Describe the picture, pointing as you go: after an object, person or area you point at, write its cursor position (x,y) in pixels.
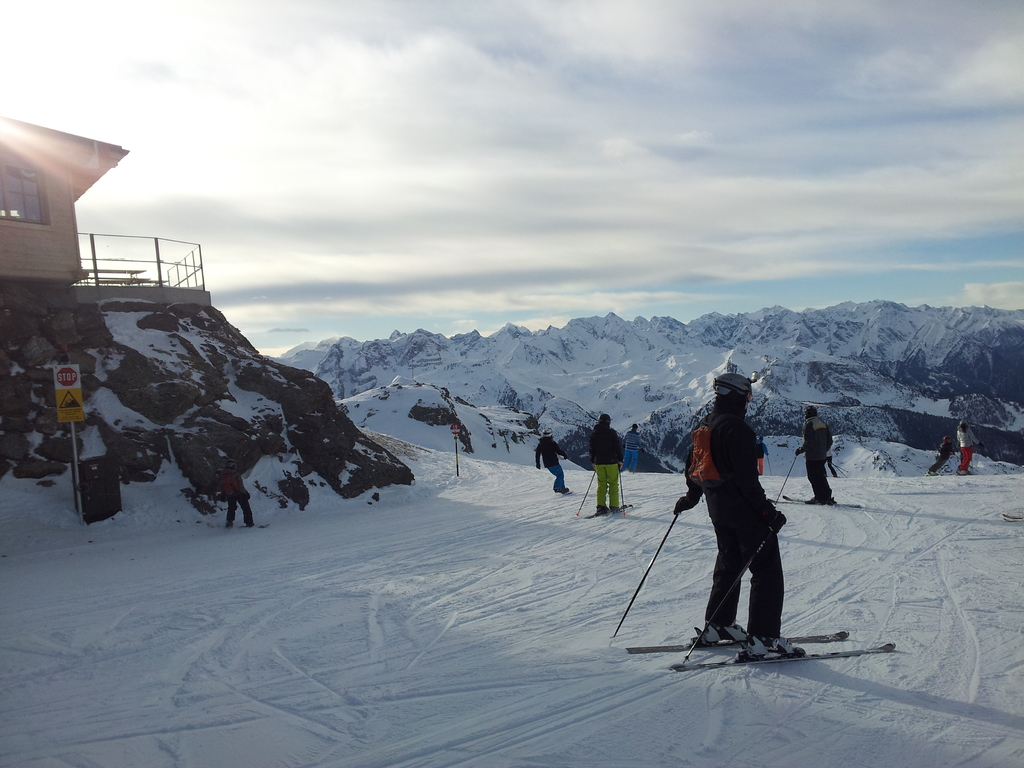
Sky (481,108) is cloudy. Land (449,594) is covered with snow (384,588). Here we can see a signboard (65,407) and house (21,192) with windows (22,208). These people (726,441) are standing on snow (487,626) with skis (797,640) and holding sticks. Background (401,370) there are mountains (700,374) with snow (480,371).
